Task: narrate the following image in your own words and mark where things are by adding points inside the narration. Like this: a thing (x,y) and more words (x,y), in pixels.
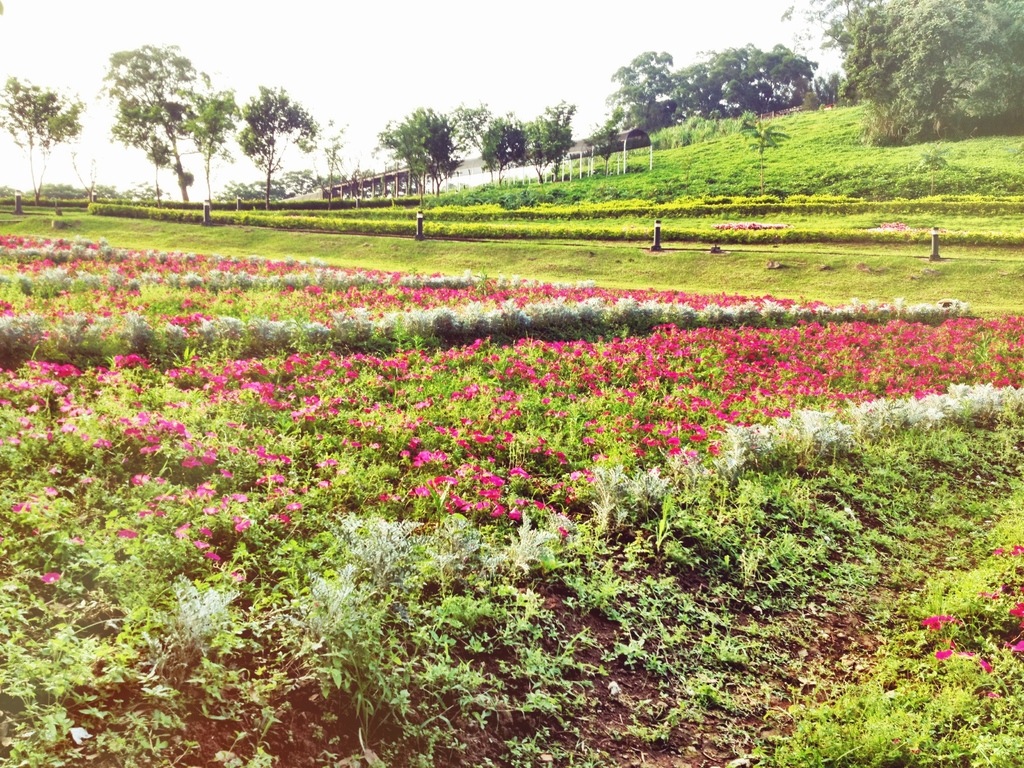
In this picture we can see plants (389,223), flowers (611,344), grass (728,255), poles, sheds (633,136) and trees (297,115). In the background of the image (295,98) we can see the sky (329,94).
